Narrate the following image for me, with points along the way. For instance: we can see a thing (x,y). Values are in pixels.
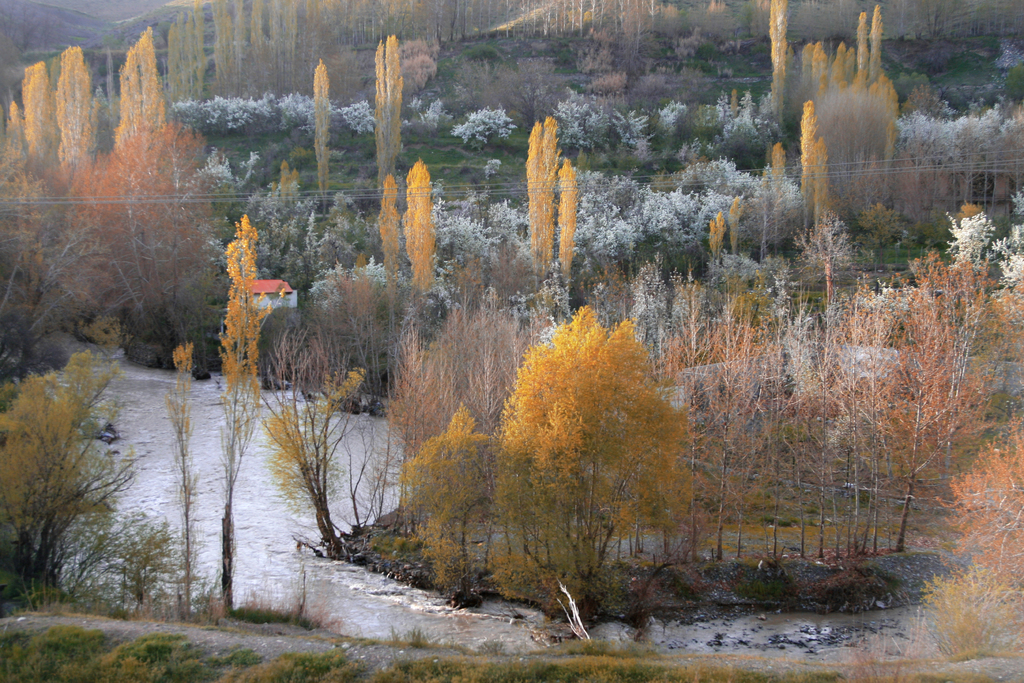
We can see trees (707,443), water (218,393) and plants (154,558).
